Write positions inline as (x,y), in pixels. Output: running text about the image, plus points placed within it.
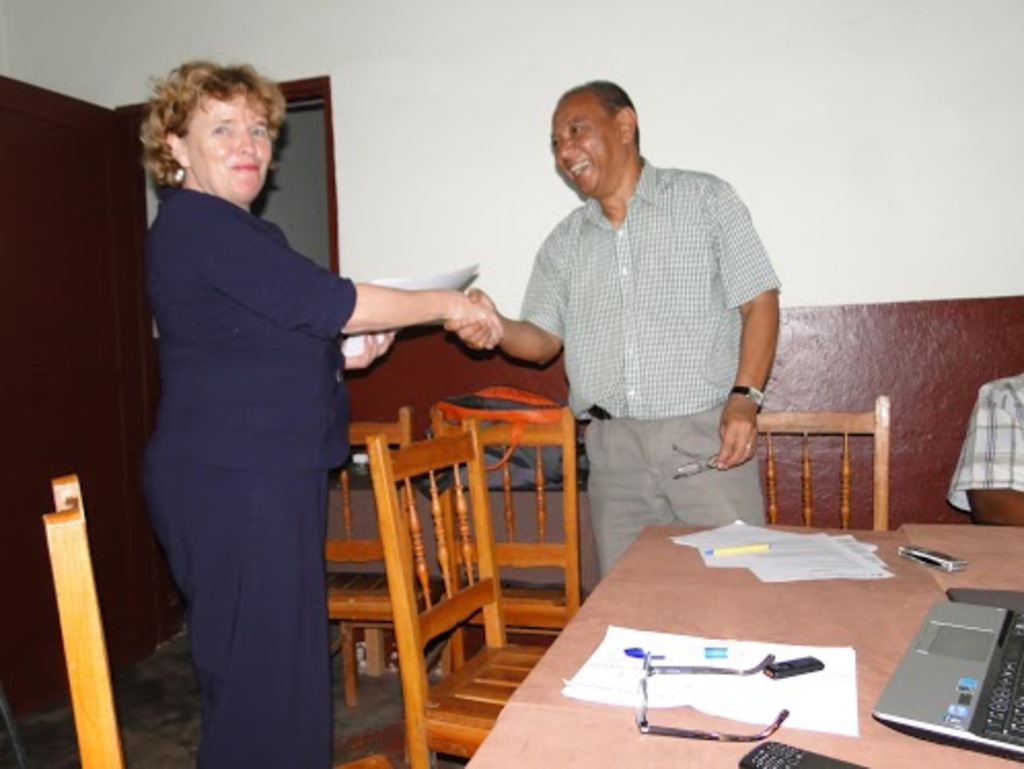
In this picture there are two members (666,454) standing, shaking their hands (491,337). One is woman (287,430) and the other is a man (633,282). Both of them were smiling. There are some chairs (535,609) and a table (860,639) on which a laptop (882,699), papers (704,697), spectacles (646,690) were placed.
